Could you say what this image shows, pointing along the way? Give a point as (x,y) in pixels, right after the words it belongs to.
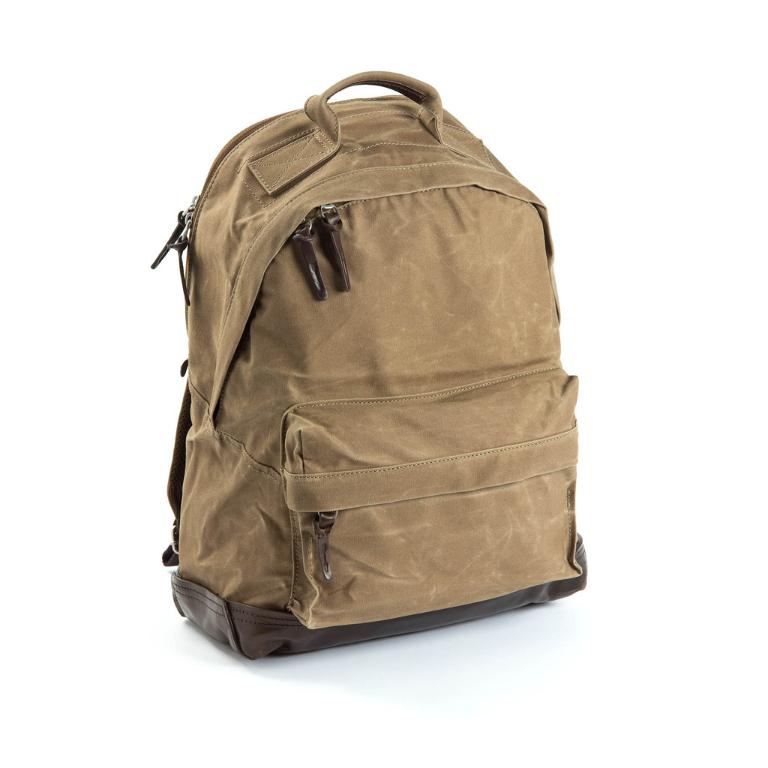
This is the picture of a brown bag (358,362). Background of this bag (358,349) is in white color.
